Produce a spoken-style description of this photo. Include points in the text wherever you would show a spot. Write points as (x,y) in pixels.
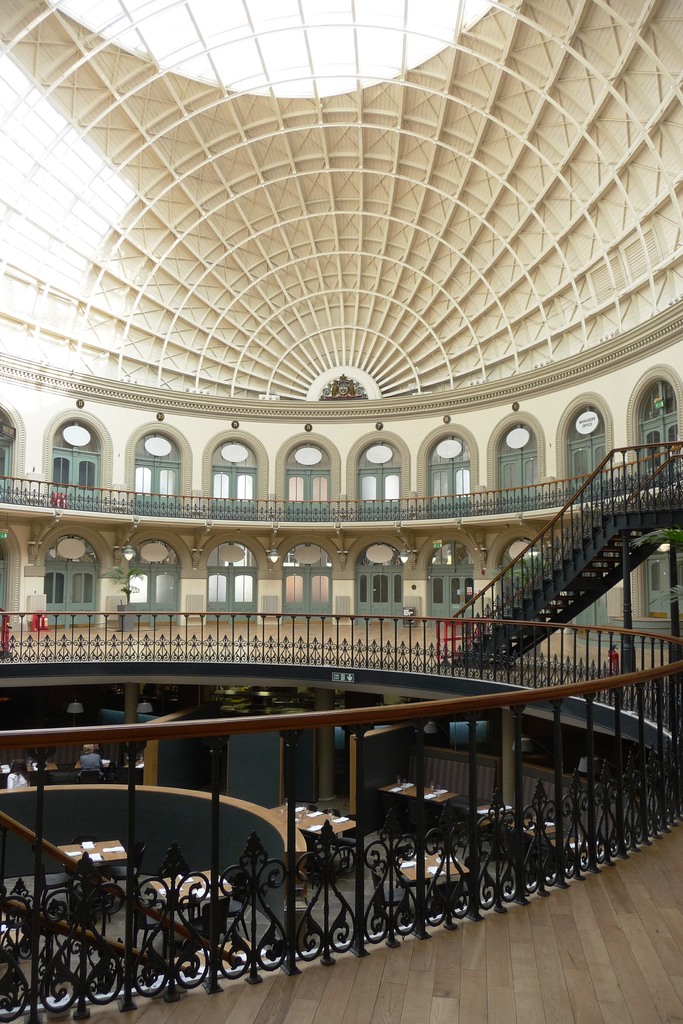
In this image I can see the inner view of the building (549,709). Inside the building (538,723) I can see the stairs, railing (517,837) and the lights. I can see the tables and the white color objects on the tables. I can also see few people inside the building (50,810).
